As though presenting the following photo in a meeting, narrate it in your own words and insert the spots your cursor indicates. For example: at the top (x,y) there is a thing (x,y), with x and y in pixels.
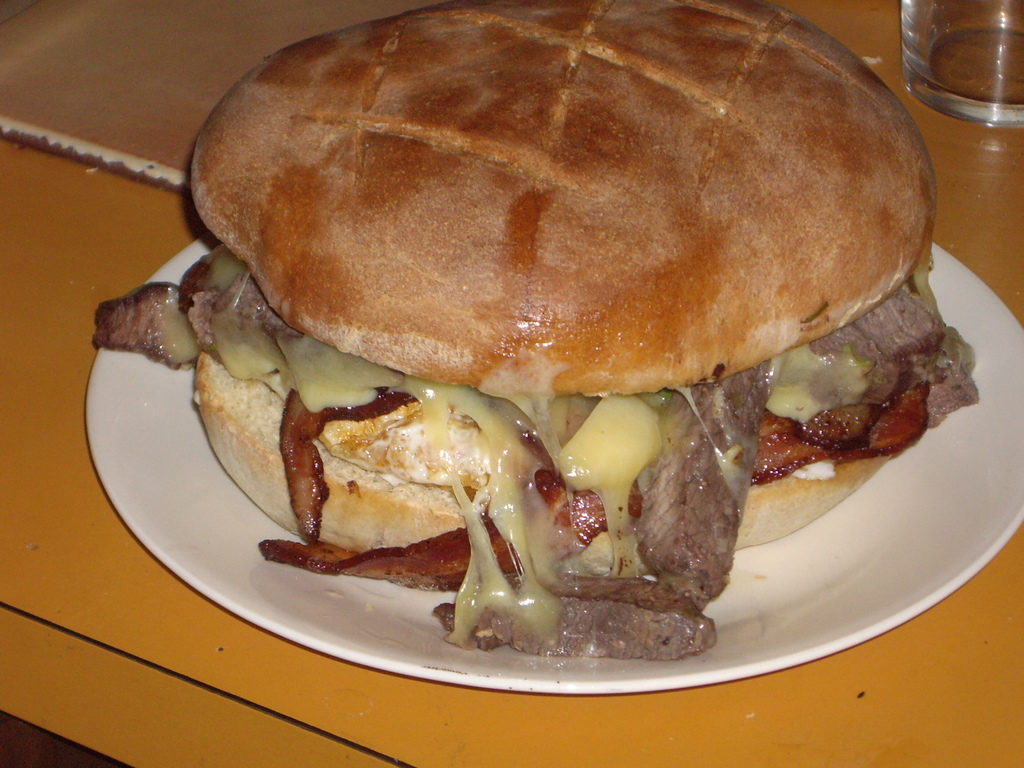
This picture shows a burger (397,369) in the plate (731,596) and a glass (923,58) on the table (727,747).
